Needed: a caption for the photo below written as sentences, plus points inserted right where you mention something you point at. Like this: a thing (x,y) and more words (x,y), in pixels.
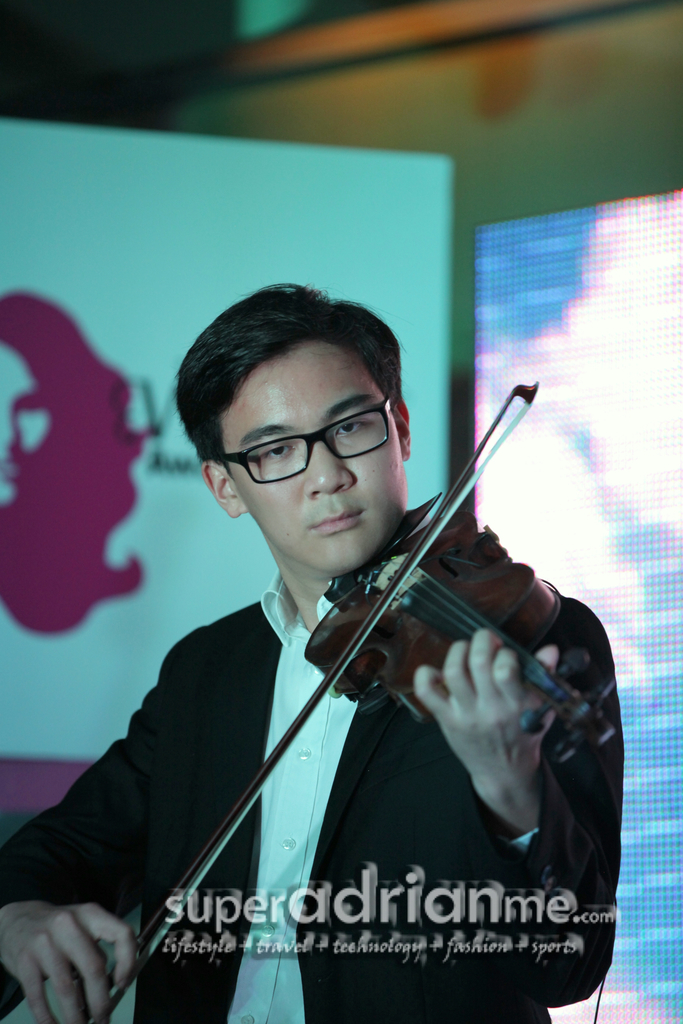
In this image there is a person (275,447) with black suit (199,701) and white shirt (317,686) and he is playing violin (411,668). There is a board (193,571) at the back (92,610).
